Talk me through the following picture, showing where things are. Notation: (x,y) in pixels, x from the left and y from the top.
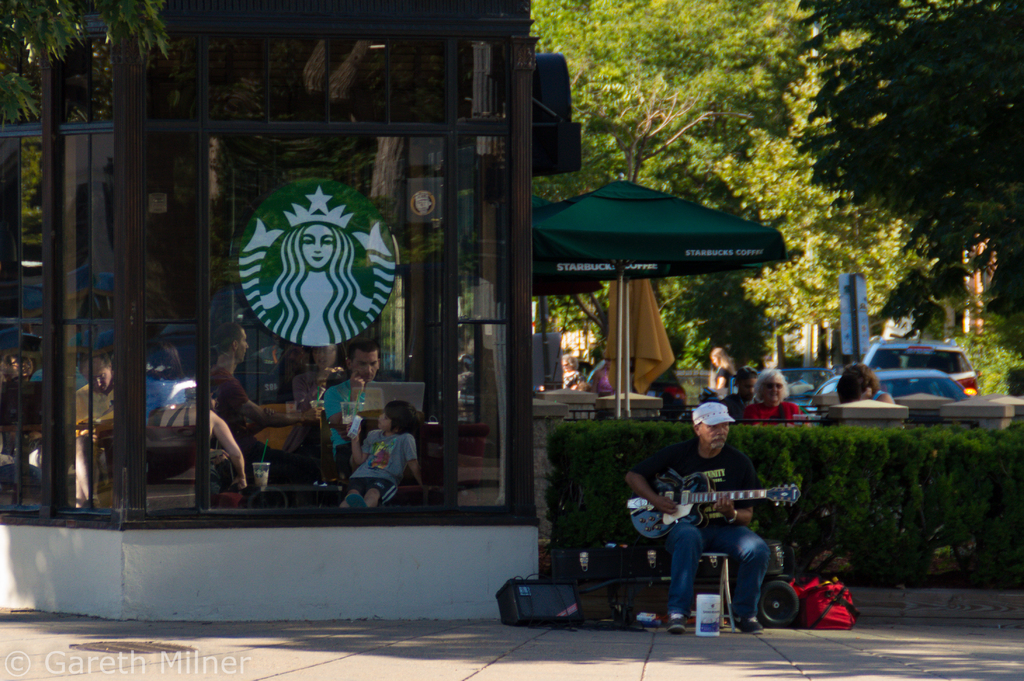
In this image, on the right side (742,557), we can see a man (683,627) sitting on the chair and holding a guitar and playing with a guitar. On the left side (338,285), we can see a glass window (293,336). In the glass window (183,376), we can see a group of people (357,469) sitting on the chair (429,490) in front of the table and the laptop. In the background (595,444), we can see some plants (948,428), a group of people (847,379) sitting on the chair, umbrella (671,210), cloth (639,379), few vehicles (871,347), hoardings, trees (783,284). At the bottom (877,645), we can see some bags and a land (137,668).
